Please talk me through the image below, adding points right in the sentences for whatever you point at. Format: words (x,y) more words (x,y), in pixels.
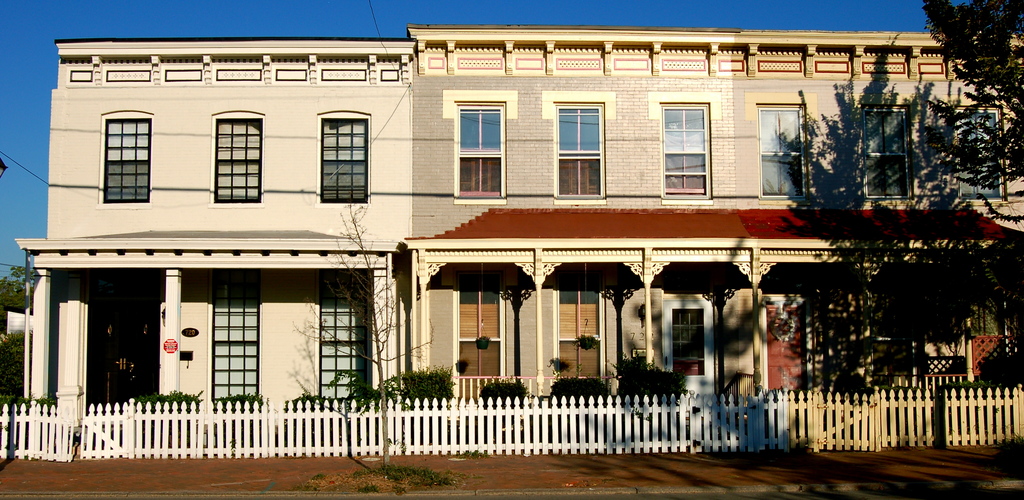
This image is taken outdoors. At the top of the image (126,19) there is the sky (618,21). At the bottom of the image (540,476) there is a ground (294,484). On the left (12,375) and right sides of the image there are few trees (976,34). In the middle of the image (507,213) there are two buildings (575,167) with walls (423,182), windows (465,154), pillars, doors (132,339) and roofs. There is a railing (495,378). There are a few plants (426,392). There is a wooden fence (1000,422) and there is a tree (385,357).
